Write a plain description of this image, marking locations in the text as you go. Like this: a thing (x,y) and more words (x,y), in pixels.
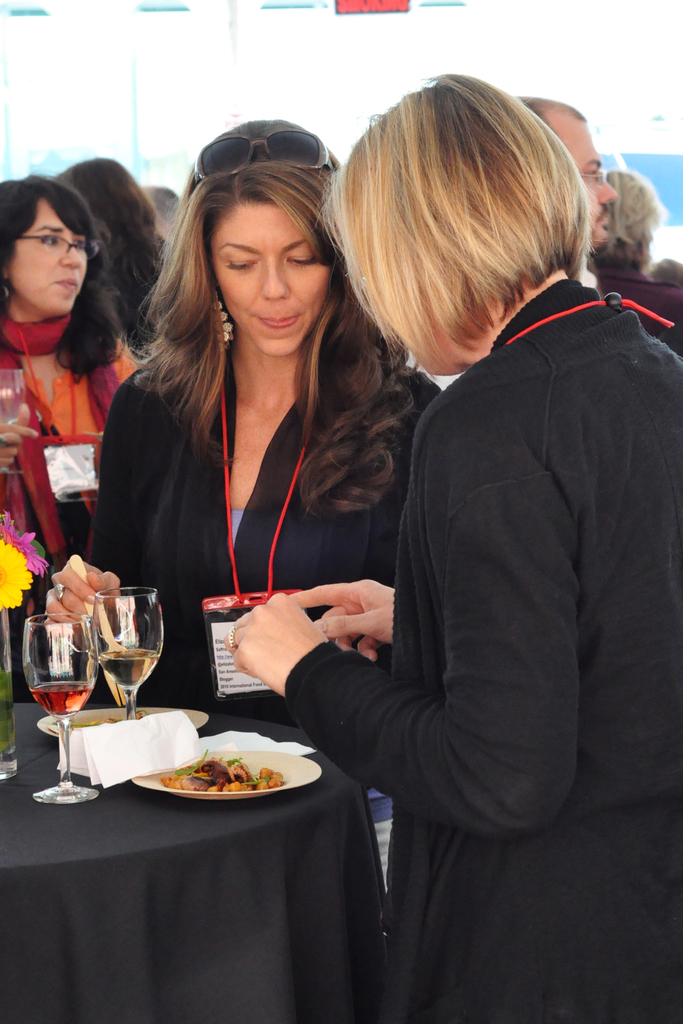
In the center (438,535) we can see group of peoples (349,195). The middle the lady (295,448) she is standing and front of her there is a table (230,805). On table (80,843) there is a glass (65,649), plate (120,715) and cloth (161,818).
